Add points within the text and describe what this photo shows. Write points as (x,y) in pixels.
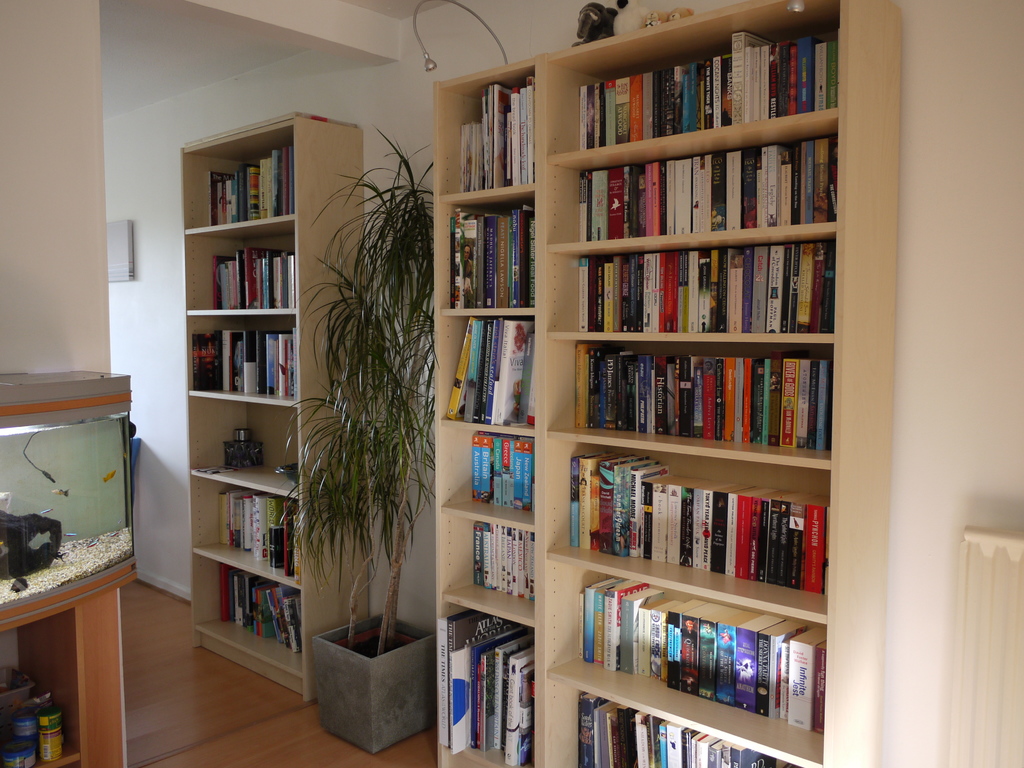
In this image, we can see some racks (883,85), there are some books (606,468) kept in the racks (847,262), we can see a flower pot (370,686) and a plant (370,552), we can see the wall (886,703).
